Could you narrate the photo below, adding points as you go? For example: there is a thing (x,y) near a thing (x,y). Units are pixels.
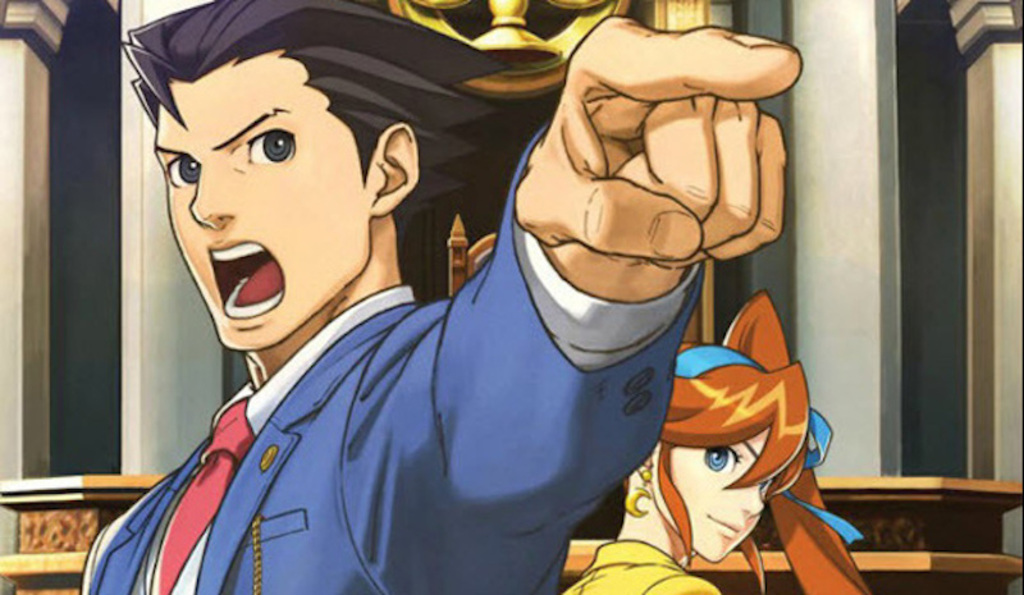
This image is an animation. In the center of the image (349,294) we can see a man (343,388) and a lady (754,493). In the background (923,428) there is a wall (67,421).
